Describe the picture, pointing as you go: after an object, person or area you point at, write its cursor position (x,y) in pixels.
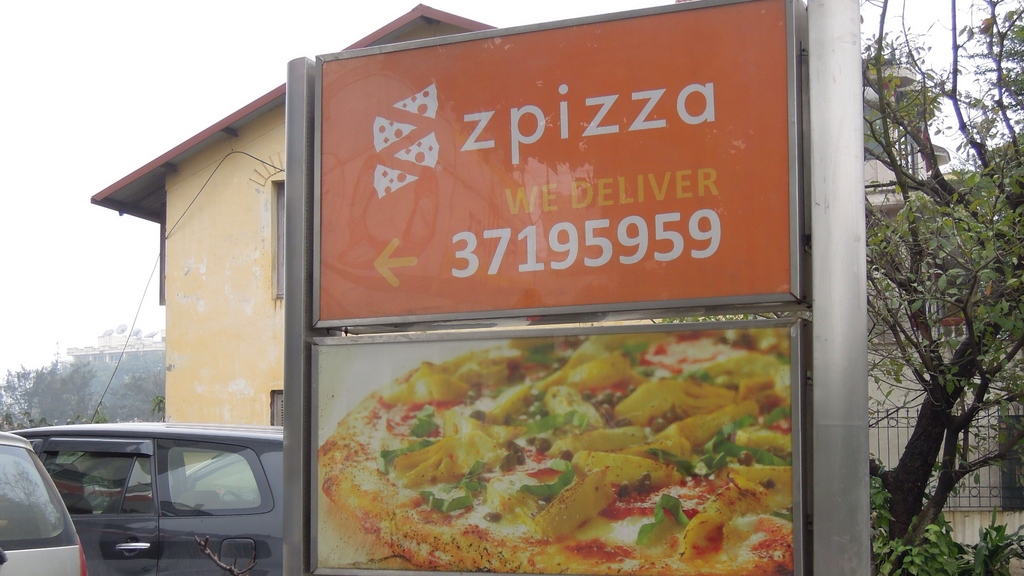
These are the name boards (436,300) attached to the poles (842,440). I can see two cars (117,526), which are parked. This looks like a building (251,239). These are the trees (923,507) with branches (915,183) and leaves (915,563). This looks like an iron fence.
